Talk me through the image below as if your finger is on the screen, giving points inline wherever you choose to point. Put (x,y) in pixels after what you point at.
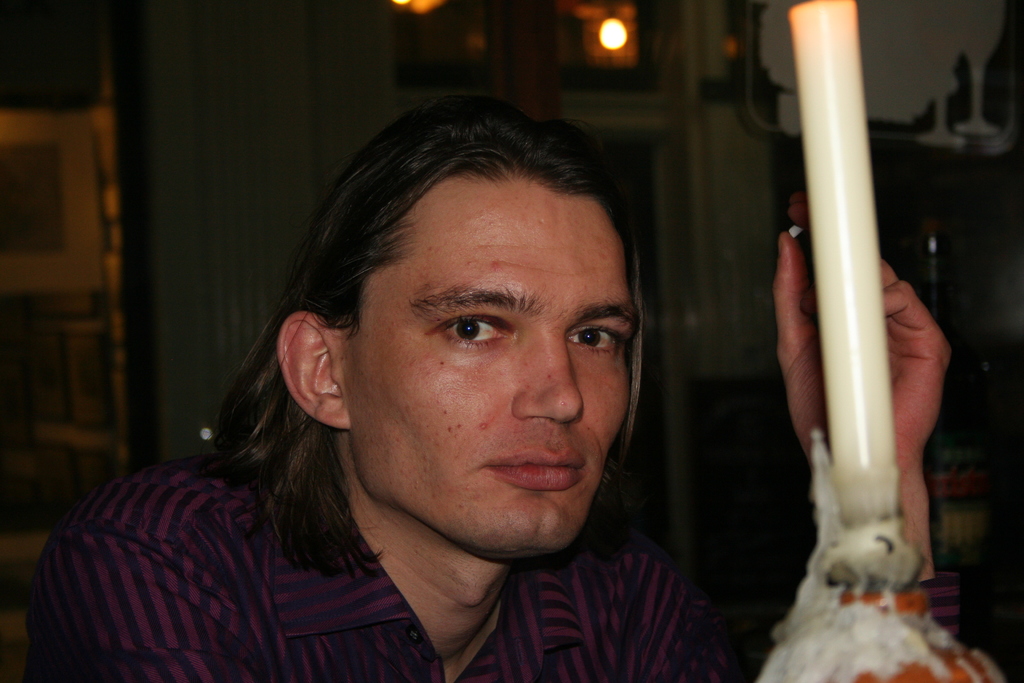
In the foreground of this image (821,231), there is a candle (862,572) and a man (581,563) behind it. In the background (607,45), there is a light (606,18), wall (418,90) and few objects (931,145).
